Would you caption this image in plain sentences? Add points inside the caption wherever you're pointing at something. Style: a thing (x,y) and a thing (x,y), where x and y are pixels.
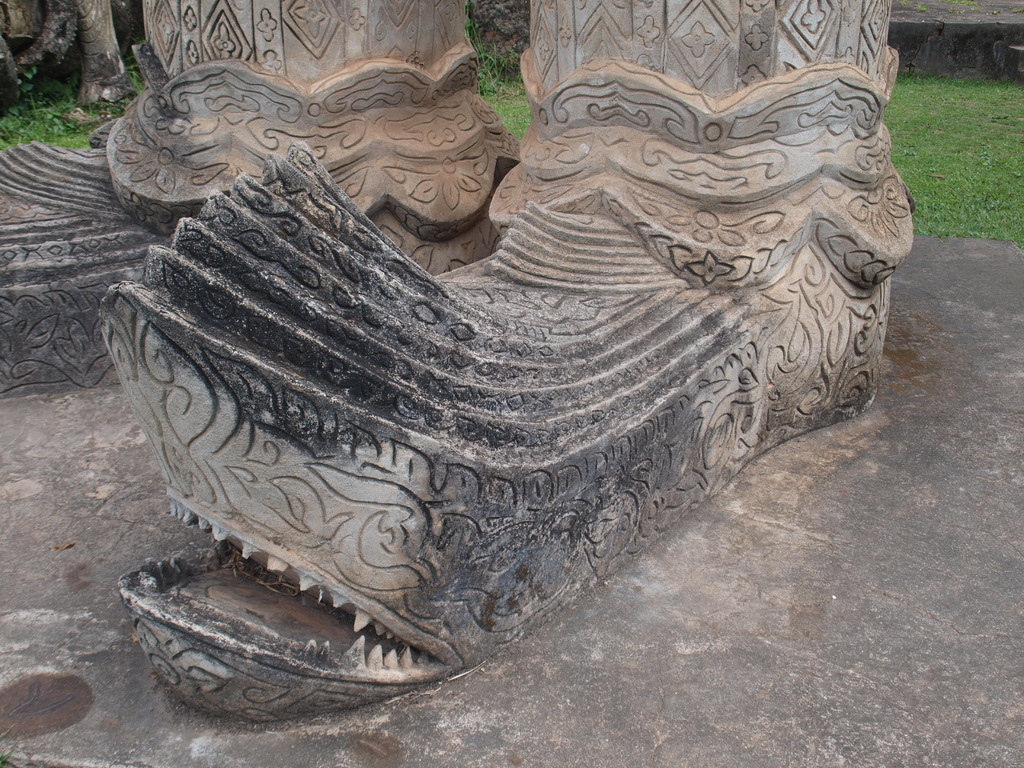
The picture consists of a sculpture (389,137). On the right (964,147) we can see grass (964,198). In the background (105,25) there are some constructions (1007,30).
